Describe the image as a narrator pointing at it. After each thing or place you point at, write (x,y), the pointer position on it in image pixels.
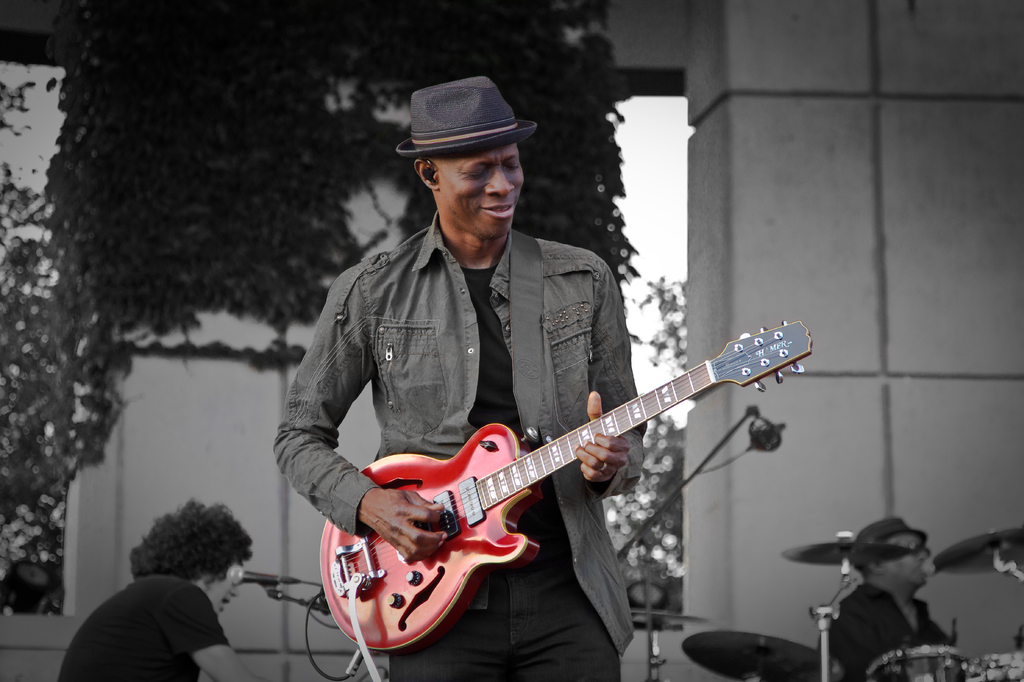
In this image, there is a person (509,365) standing and playing a guitar (426,462). This person (420,291) is wearing clothes (424,278) and hat (437,146) on his head (440,167). There are another two persons (221,578) in the bottom left (210,564) and in the bottom right (886,632). There is a wall (253,421) behind this person (403,302). There are some musical instruments (900,661) behind this person (496,199).
